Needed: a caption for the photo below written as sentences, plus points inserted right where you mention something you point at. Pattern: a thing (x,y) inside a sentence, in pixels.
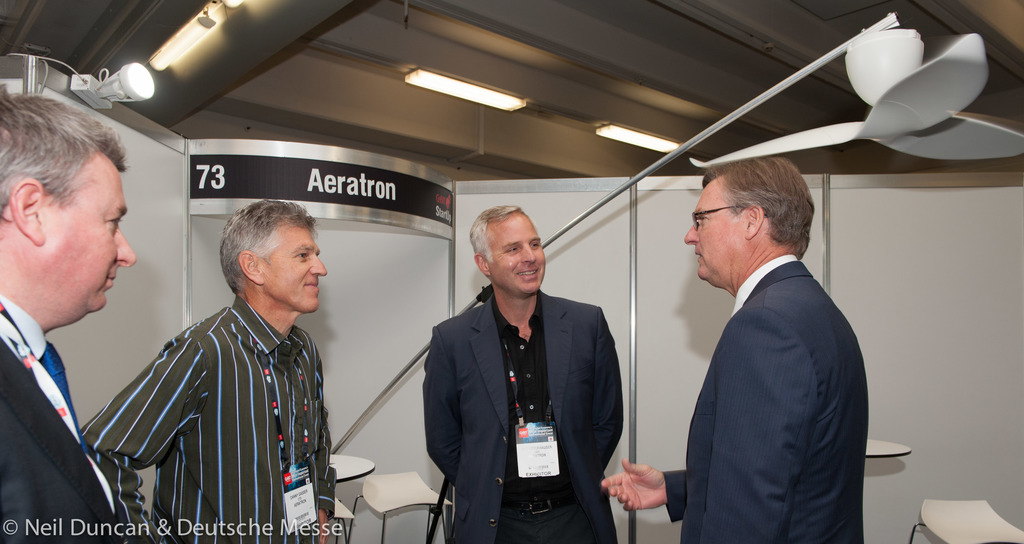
On the bottom left (304,521), there is a watermark (212,529). On the left side (56,506), there are two persons (215,344) standing. On the right side (748,227), there are two persons (512,278) standing. One of them is speaking. Above them, there are lights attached to a roof (705,102) and there is an object (962,133). In the background (571,266), there is a wall (901,436).
